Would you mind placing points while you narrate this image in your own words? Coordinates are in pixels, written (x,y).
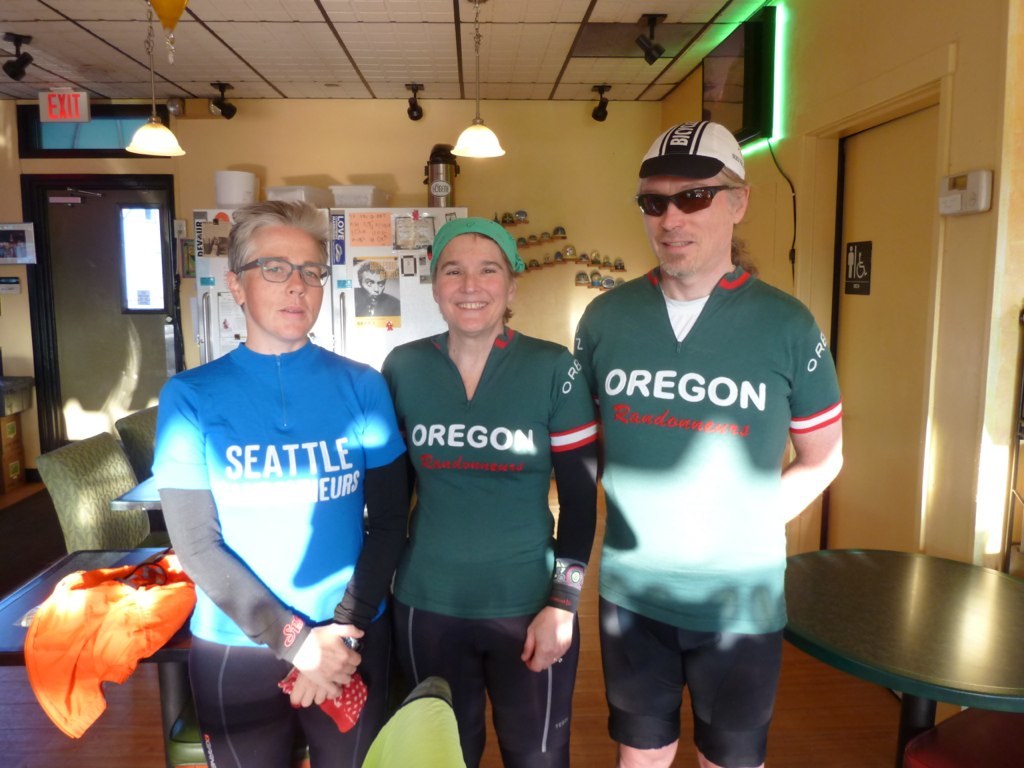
In this picture we can see three people (405,417), behind them we can find few tables (136,559) and chairs (99,448), in the background (384,327) we can see few lights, sign board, digital screen (750,118) and posters (384,300).
